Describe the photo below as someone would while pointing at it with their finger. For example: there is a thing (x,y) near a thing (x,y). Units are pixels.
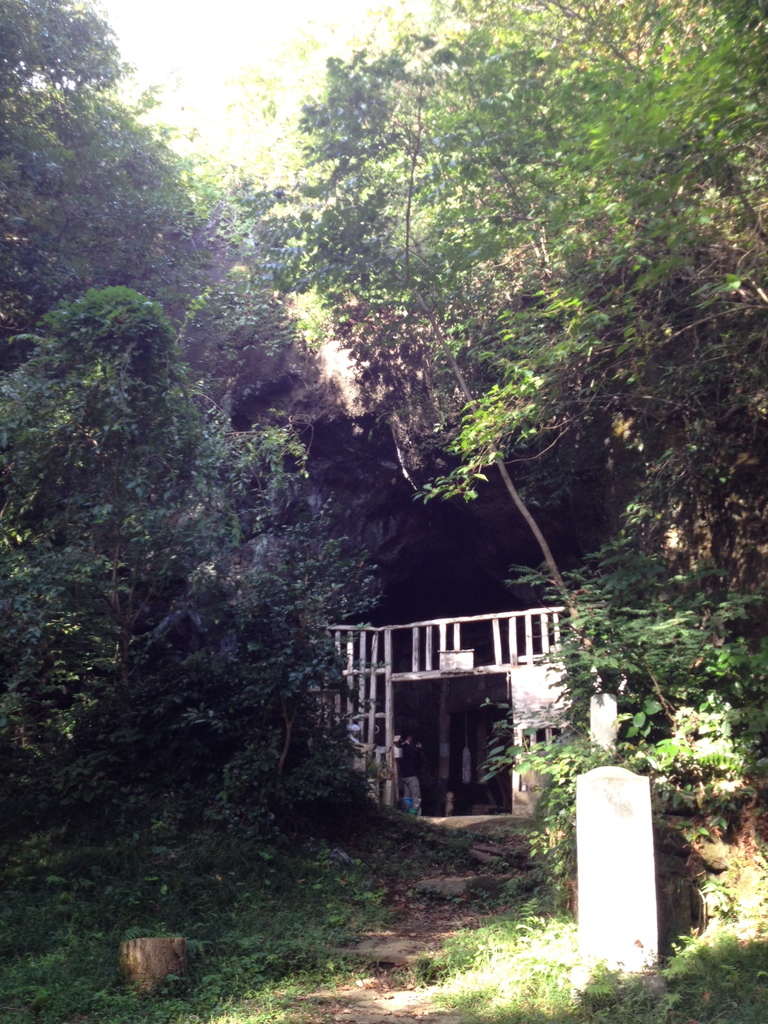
In this image we can see a wooden entrance (447,758) and a person (413,789). Behind the entrance (391,788) we can see a group of trees (311,776). In the foreground (462,916) we can see few plants (520,958) and grass (280,963). In the bottom right (612,780) we can see an object (580,801) shining.
